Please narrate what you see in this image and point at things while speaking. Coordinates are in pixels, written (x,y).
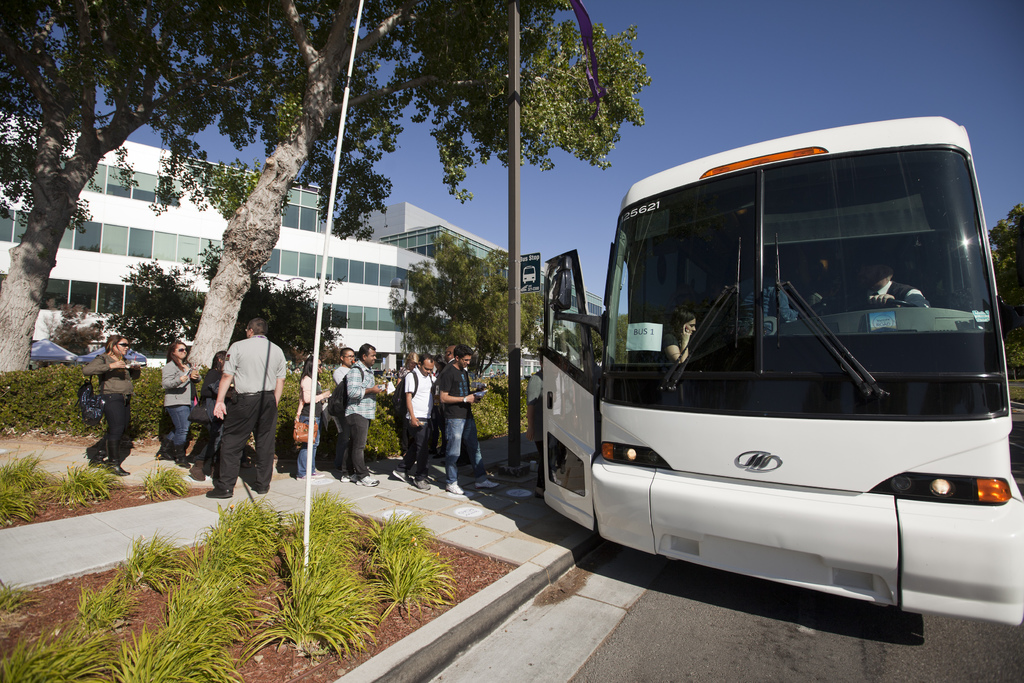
In the picture I can see a bus (977,193) on the road (948,661) on the right side (684,398) and there are a few people (905,298) in the bus (807,234). I can see a few people (437,372) standing on the side of the road (128,458) and they are carrying the bag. I can see a flagpole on the side of the road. I can see a building (358,246) and tents (42,361) on the left side (125,262). I can see the trees (98,335) and plants (54,376) on the side of the road (154,457) on the left side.
